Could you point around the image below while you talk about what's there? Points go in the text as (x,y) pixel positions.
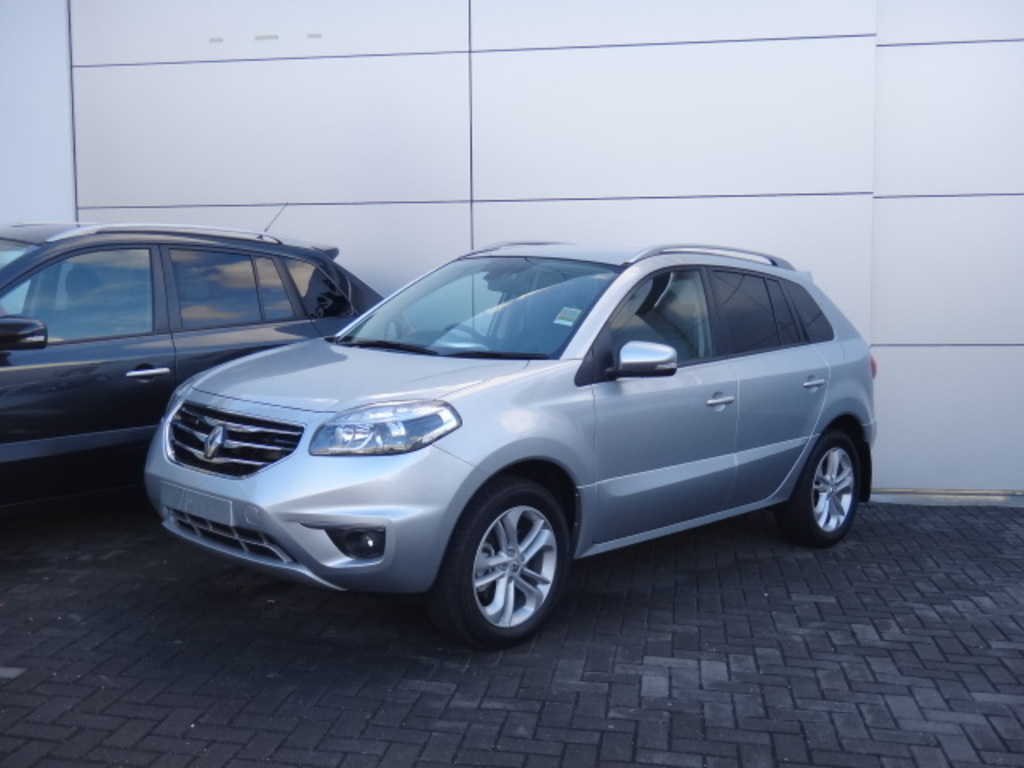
In this picture we can see 2 cars (339,291) parked on the black floor (641,633) in front of a white wall (337,154).
